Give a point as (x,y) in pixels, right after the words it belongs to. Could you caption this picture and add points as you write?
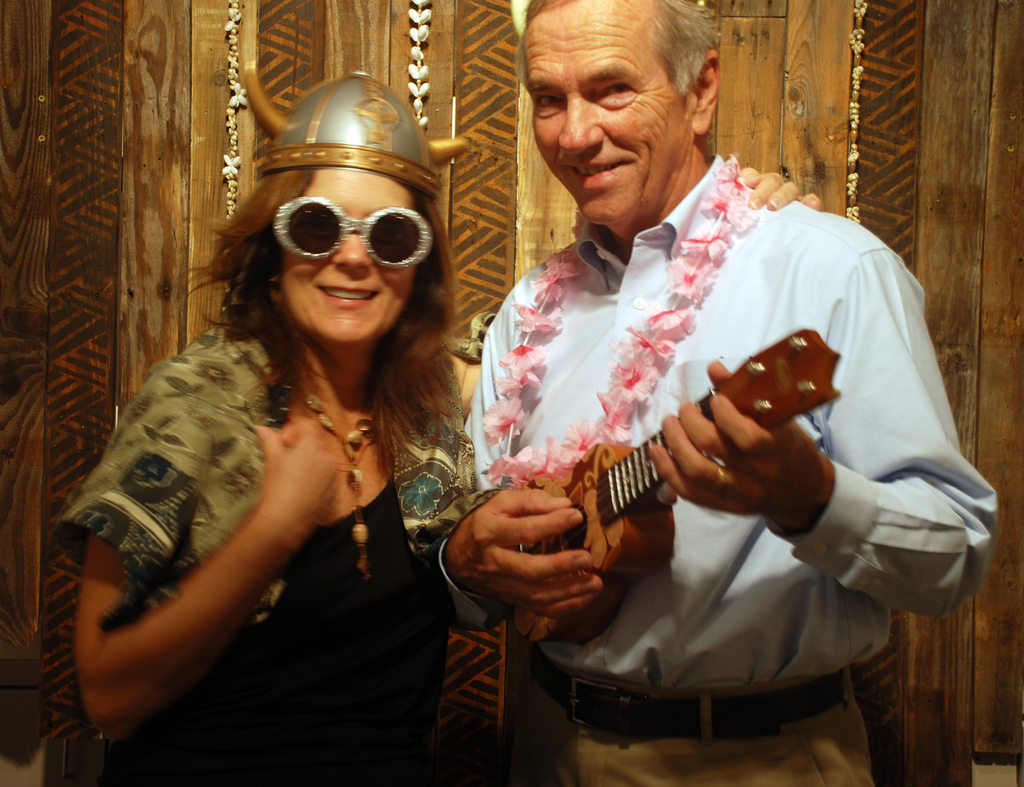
In this image I see a woman (339,780) and a man (719,333) and both of them are laughing, I also see that this man (554,349) is holding a guitar (605,497).
